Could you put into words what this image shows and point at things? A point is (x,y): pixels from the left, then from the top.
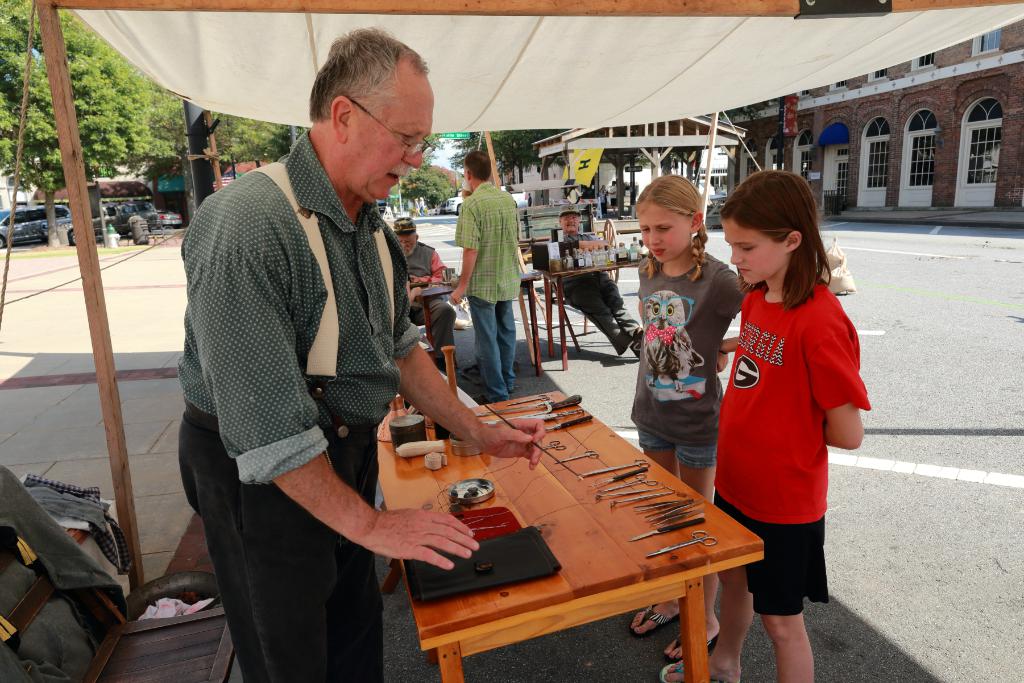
In this image there is a man (348,135) standing and holding some tool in his hand (529,432), and in table (674,542) there are scissor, knife (641,535) and some tools (573,420), there are 2 girls (719,385) standing near the table (560,422), and in back ground (616,316) there is another table (619,262), group of people (616,343), building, tree (504,157), car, sky (440,145), tent (749,30).
